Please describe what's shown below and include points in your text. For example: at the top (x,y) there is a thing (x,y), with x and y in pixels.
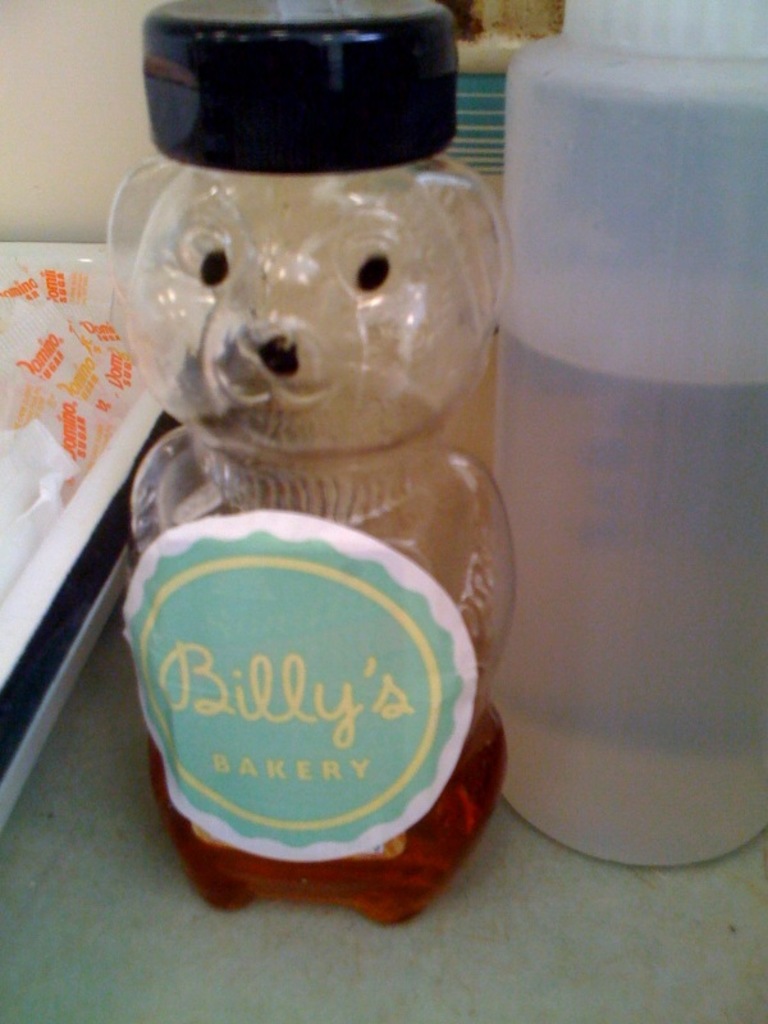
In this image I can see a bottle (267,635) and Billy's is written on it.
